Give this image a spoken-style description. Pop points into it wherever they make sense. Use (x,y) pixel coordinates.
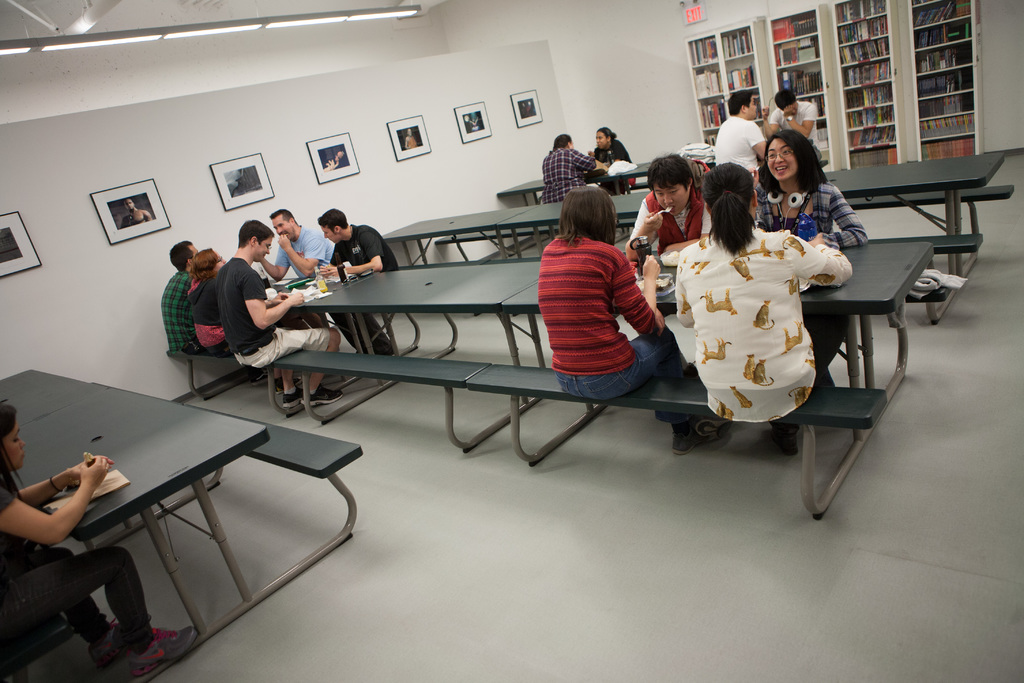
In this image I see lot of people (141,645) who are sitting on the bench (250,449) and there are tables (240,424) in front of them. In the background (76,168) I see the wall (631,86) and a lot of photo frames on it and I can also see the racks (702,133) which are full of books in it and over I can see the lights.
